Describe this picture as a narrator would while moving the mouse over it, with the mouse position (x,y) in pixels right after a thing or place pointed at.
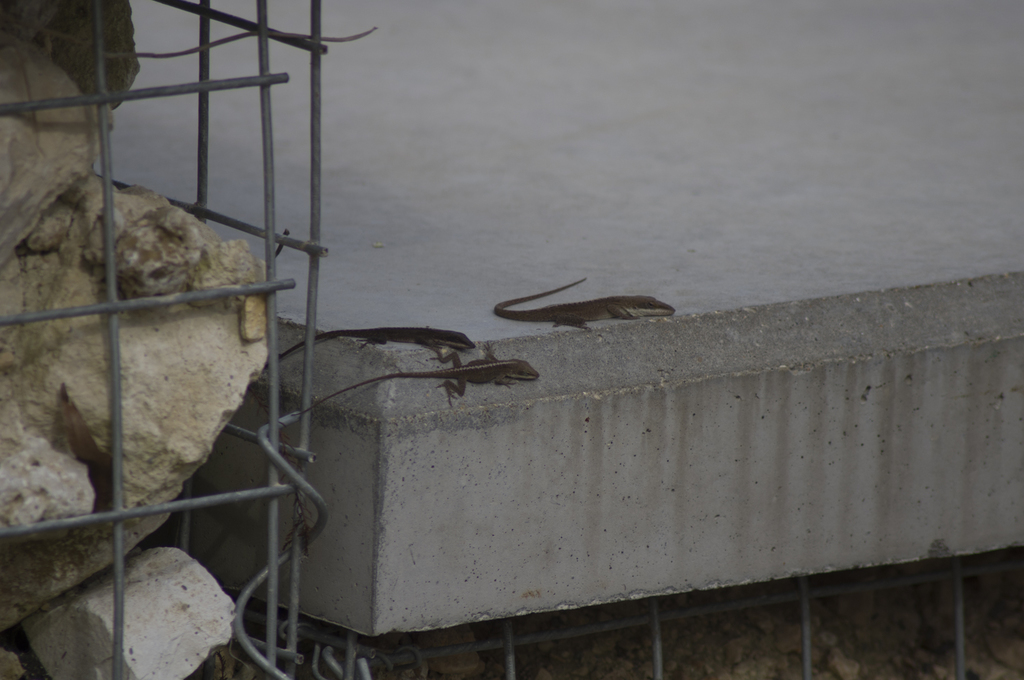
In this picture we can see three lizards (666,308) on a platform (655,376), stones (140,383) and rods (238,637).
